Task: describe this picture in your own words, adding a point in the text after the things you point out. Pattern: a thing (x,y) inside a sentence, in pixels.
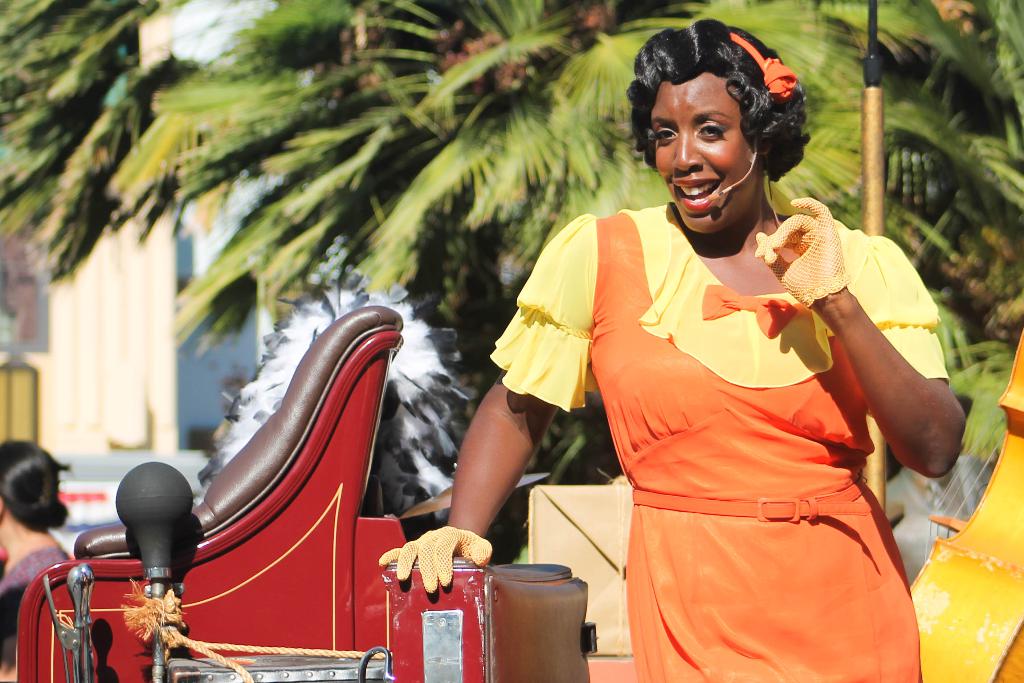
In this image in the front (640,415) there is woman (647,414) standing and smiling and on the left side (243,601) there is an object (265,554) which is red in colour. In front of the object (246,528) there is a black colour pump (162,522). In the background (470,125) there are trees (294,161). On the right side (974,522) in the front (975,513) there is a musical instrument (996,547) and on the left side (46,500) in the center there is a person (30,513).
